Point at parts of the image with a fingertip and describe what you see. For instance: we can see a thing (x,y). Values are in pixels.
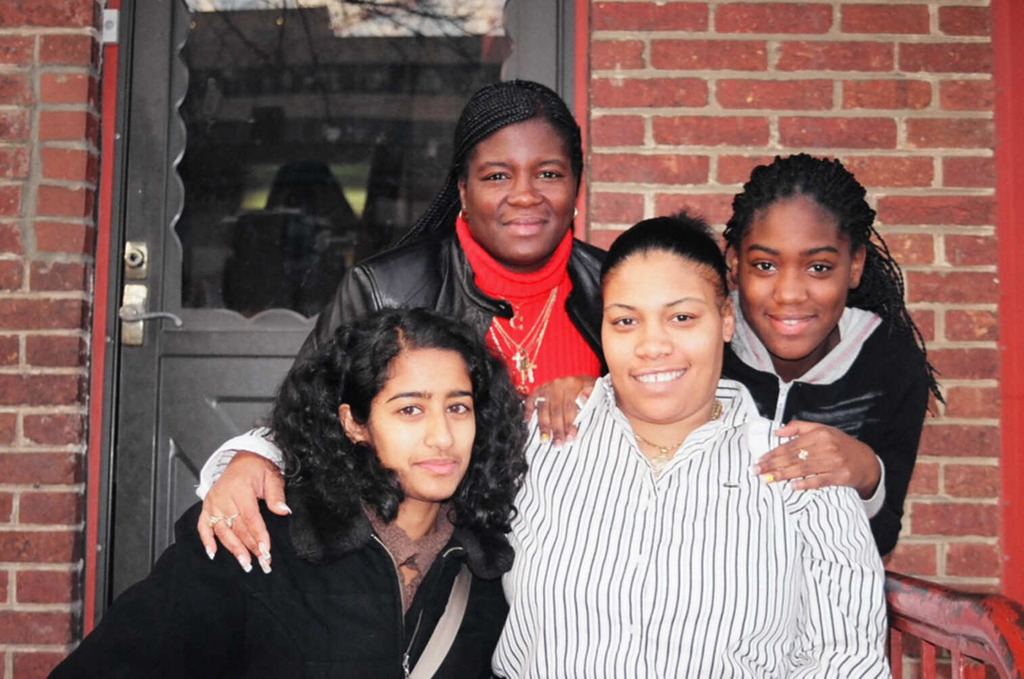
In this image we can see these people (373,319) are smiling. In the background (142,258), we can see a black color door (235,244) and the brick wall (612,90).
